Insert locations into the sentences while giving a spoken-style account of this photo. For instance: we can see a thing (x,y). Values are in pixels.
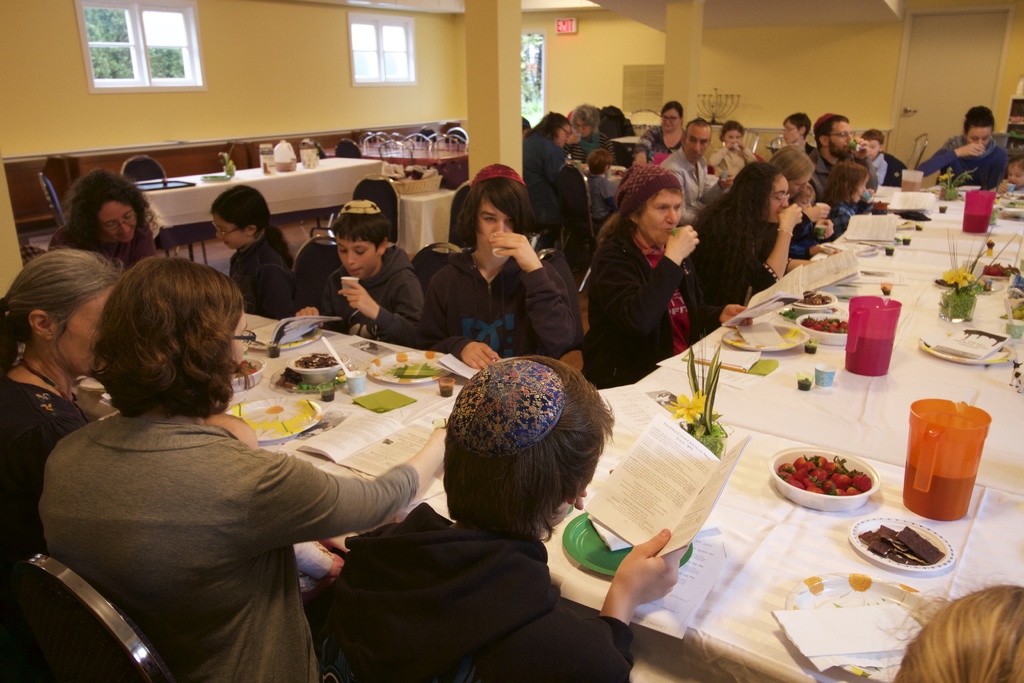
In this image I see lot of people (155,331) sitting on the chairs (33,645) and there are tables (198,215) in front of them and there are lot of plates (801,340) and food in it and I can also see few books (865,223), cups (822,385) and jars (878,334). In the background (920,37) I see the wall (8,31), window (181,42) and the door (920,37).
